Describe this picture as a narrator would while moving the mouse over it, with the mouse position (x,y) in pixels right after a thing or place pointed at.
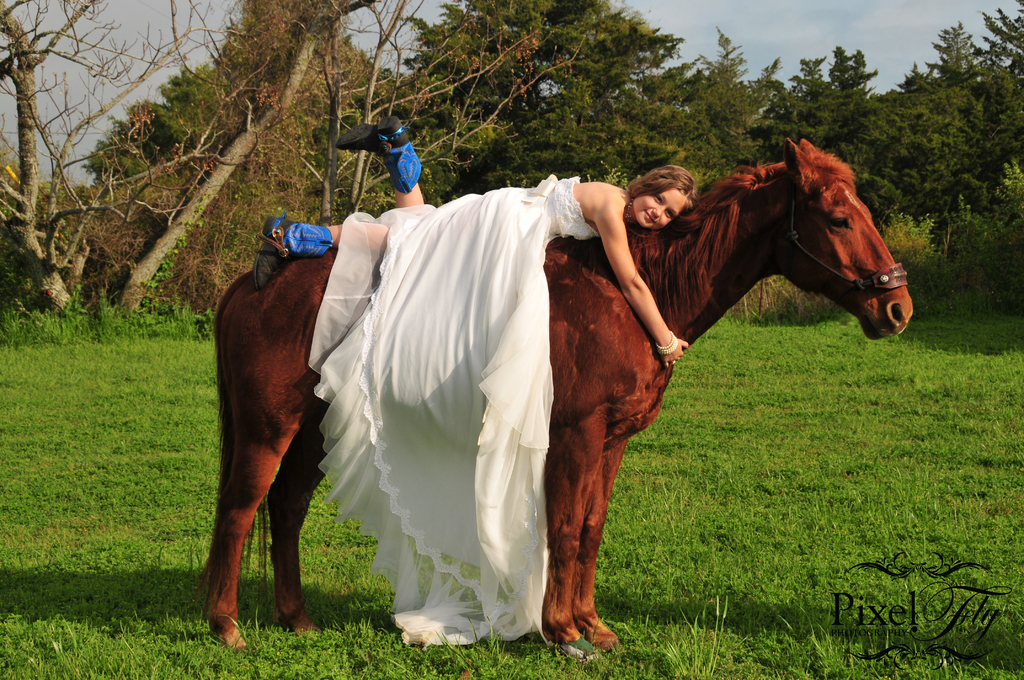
The girl (345,147) in white dress (529,278) is lying on the brown horse (637,329). She is smiling. At the bottom of the picture (127,590), we see the grass (354,604). There are trees (353,104) in the background (582,57). At the top of the picture (773,32), we see the sky (770,31).
